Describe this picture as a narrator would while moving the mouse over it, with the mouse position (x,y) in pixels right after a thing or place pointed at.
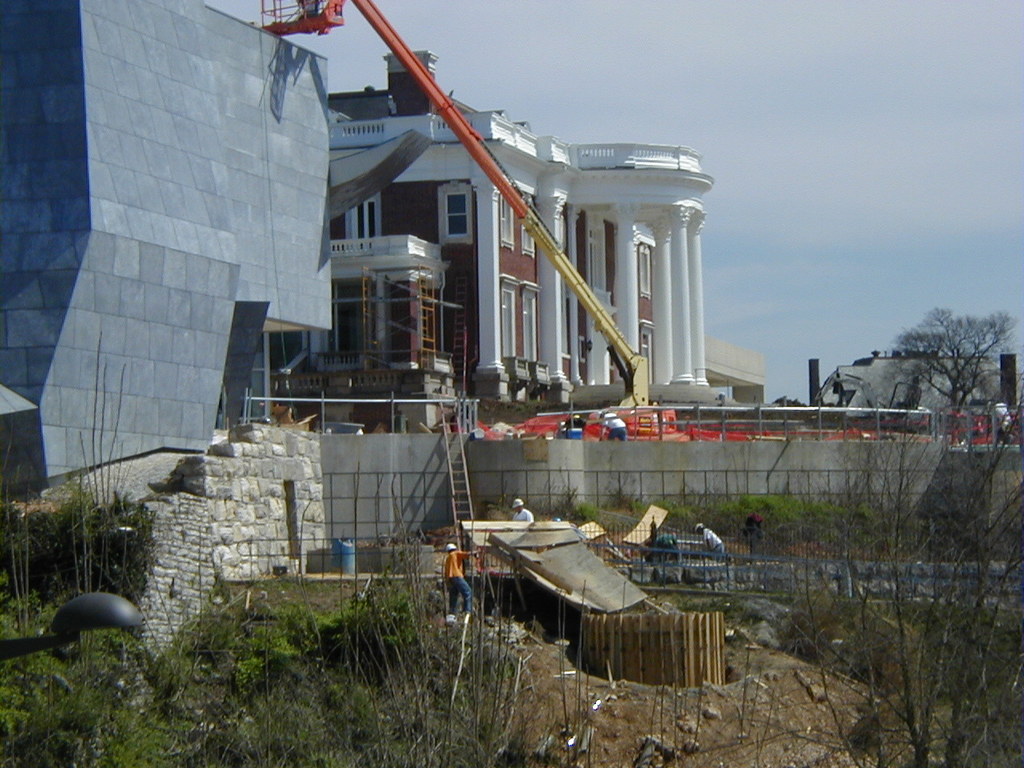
In this image I can see few buildings (686,257), trees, windows (369,233), crane (630,387), fencing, few people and few objects (525,523). The sky (841,198) is in white and blue color.
